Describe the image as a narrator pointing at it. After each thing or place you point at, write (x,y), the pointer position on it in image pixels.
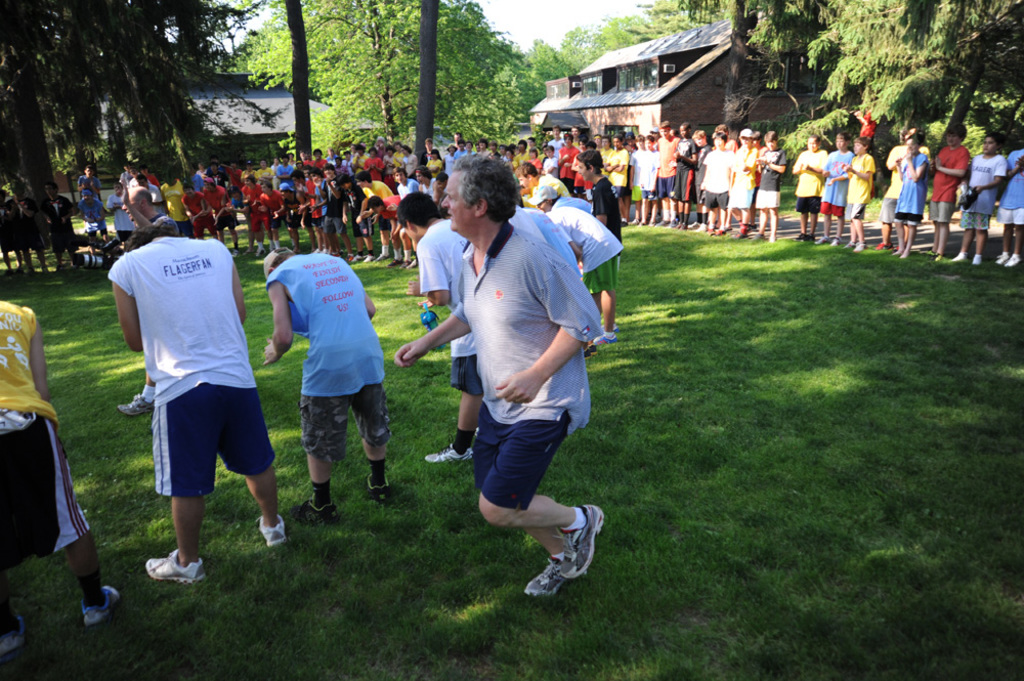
In the foreground of the picture (444,486) there are people (507,232) playing something. At the bottom (743,550) there is grass (903,340). In the center of the picture (344,233) there are many people (556,148) standing and there are trees (479,107) and houses (577,74). In the background (389,69) there are trees (627,34).
